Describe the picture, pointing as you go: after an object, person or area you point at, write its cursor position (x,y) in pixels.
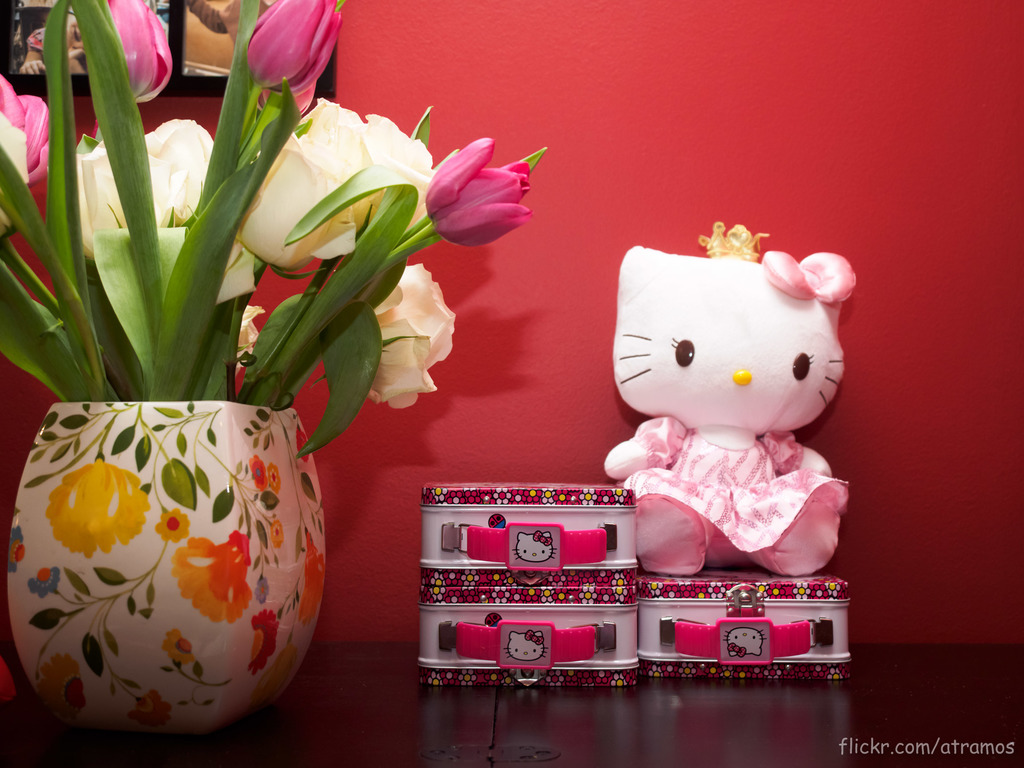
In the center of the image (655,465) we can see houseplant (229,135), toy (640,471) placed on the table (409,715). In the background (671,185) there is wall (581,133).
